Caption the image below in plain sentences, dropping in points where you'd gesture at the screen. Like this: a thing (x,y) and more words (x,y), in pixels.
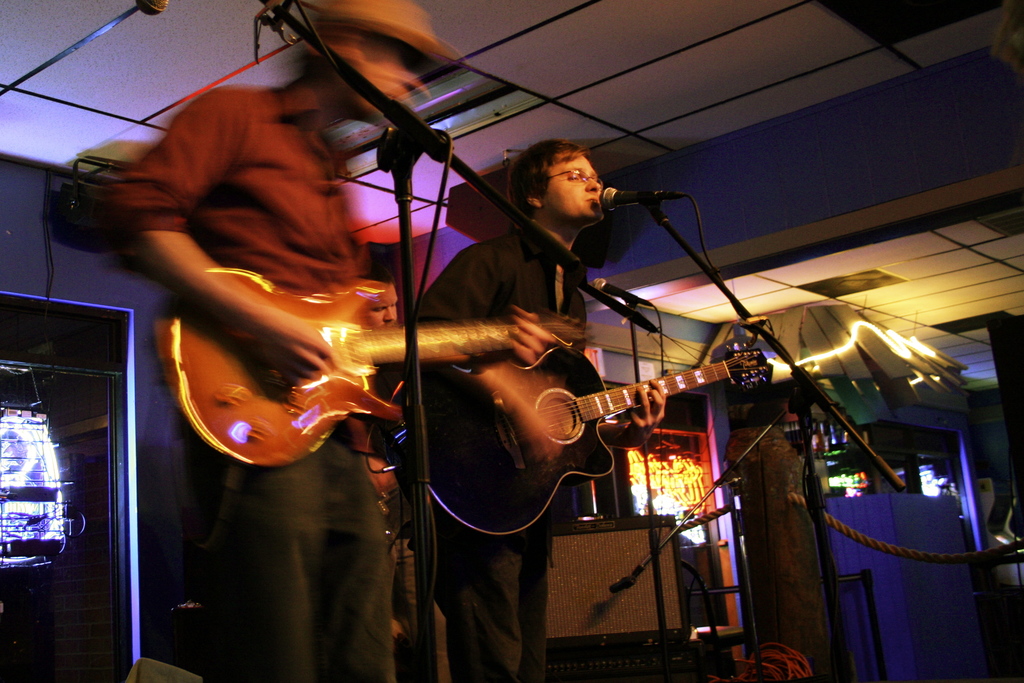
In this image there are three men (386,377) performing live music with guitars (468,385) in their hand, in front of them there are mics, in the background (639,223) there is wall (722,419) for that wall (725,407) there are doors (90,408), in the top (822,6) there is a ceiling (899,245).
